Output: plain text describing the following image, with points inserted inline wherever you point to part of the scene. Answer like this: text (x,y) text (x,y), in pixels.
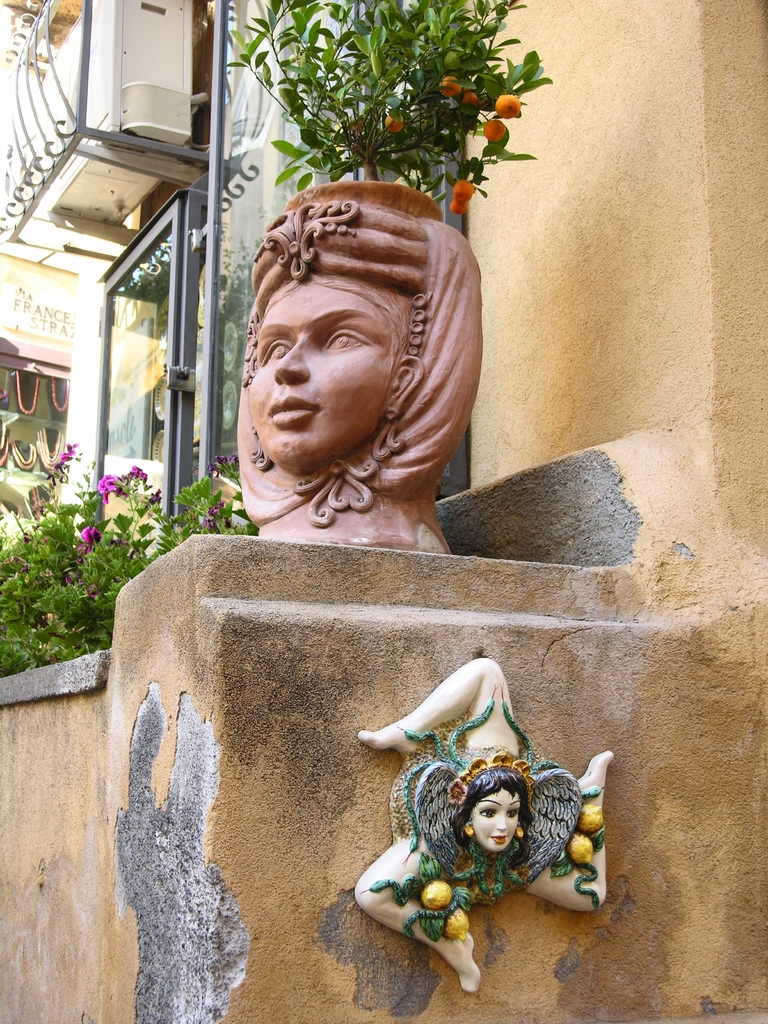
In this image I can see the cream colored wall (683,259), a flower pot (397,296) which is in the shape of human face (344,321), few plants (366,151), few orange fruits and few flowers (128,476) which are pink in color, a sculpture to the wall (504,188) and in the background (276,82) I can see few buildings (209,198) and the white colored object (141,108).
